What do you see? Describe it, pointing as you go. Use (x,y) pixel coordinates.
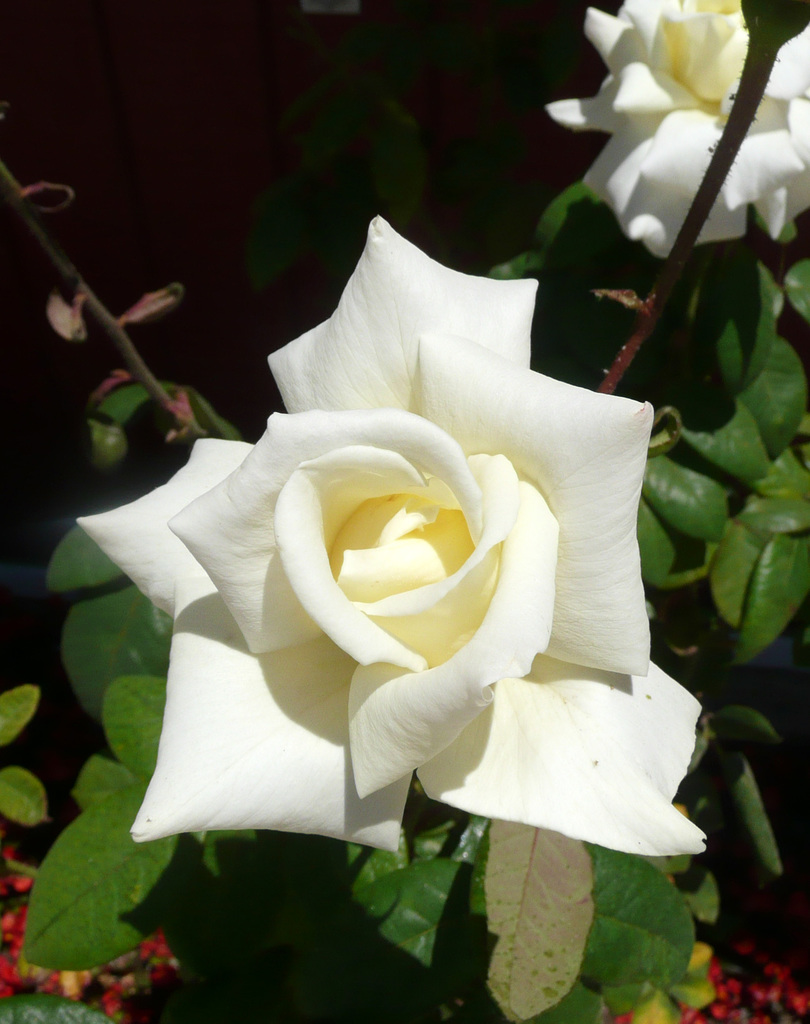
In the middle of the image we can see some flowers (626,25) and plants (318,176).
